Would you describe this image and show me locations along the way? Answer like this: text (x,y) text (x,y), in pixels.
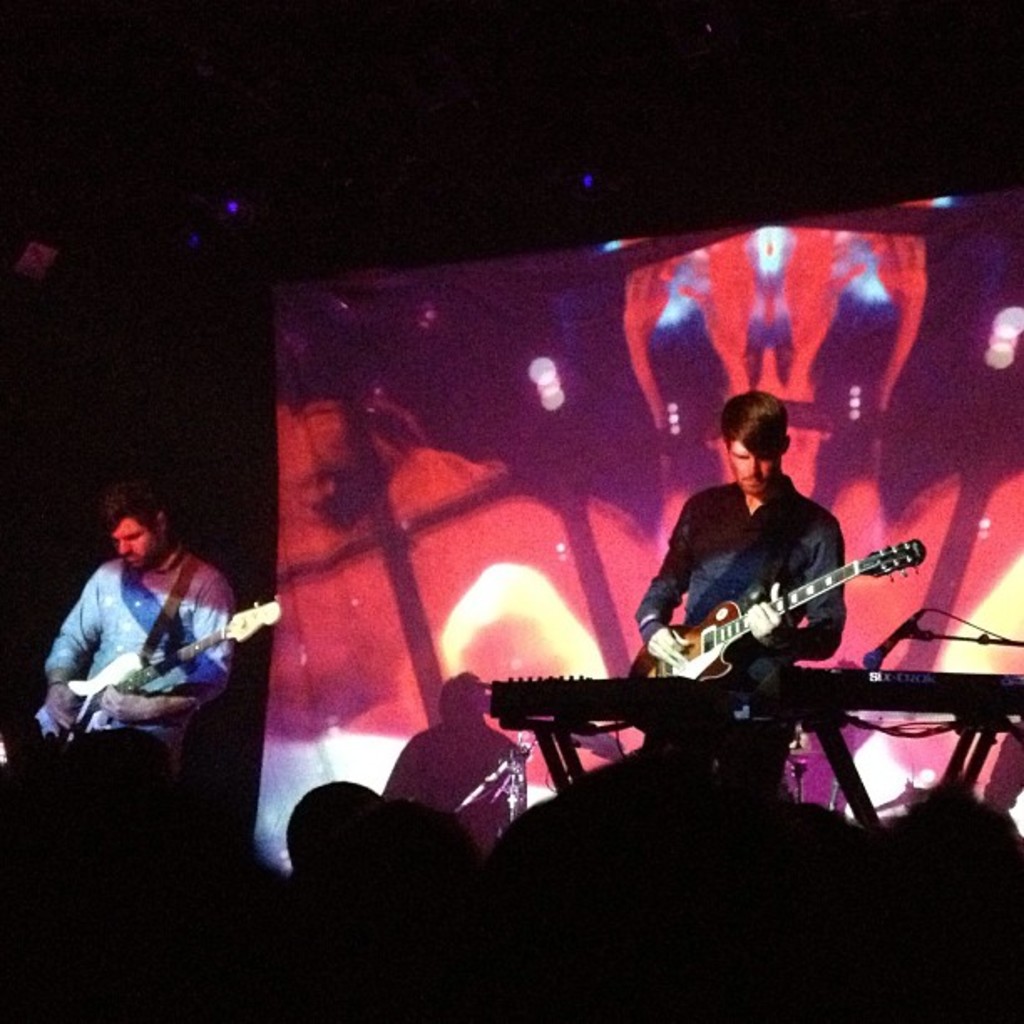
This picture is clicked in musical concert. On right corner of the picture (710,580), we see man (738,523) in black shirt (719,542) is holding guitar (734,625) in his hand (665,642) and he is playing it. In front of him, we see keyboard (540,693) and beside him, we see microphone (874,664). On the left corner of the picture (206,569), we see man (148,598) in blue shirt (121,600) is also holding guitar (127,694) in his hand (114,691) and playing it. Behind them, we see a colorful sheet (498,426).
